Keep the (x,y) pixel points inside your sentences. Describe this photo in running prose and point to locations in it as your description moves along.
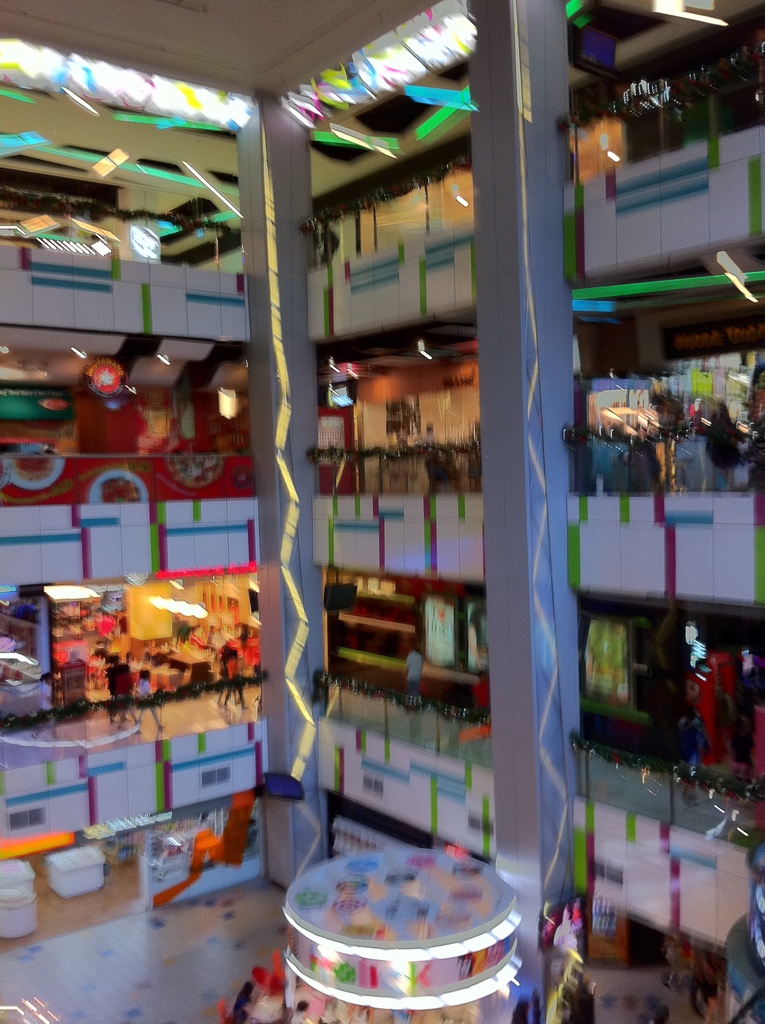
This image looks like an inside view of a shopping mall (430,580), in the shopping mall (428,788), we can see a few people (109,664), fence (666,806), pillars (519,361), lights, boards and some other objects (162,684).
